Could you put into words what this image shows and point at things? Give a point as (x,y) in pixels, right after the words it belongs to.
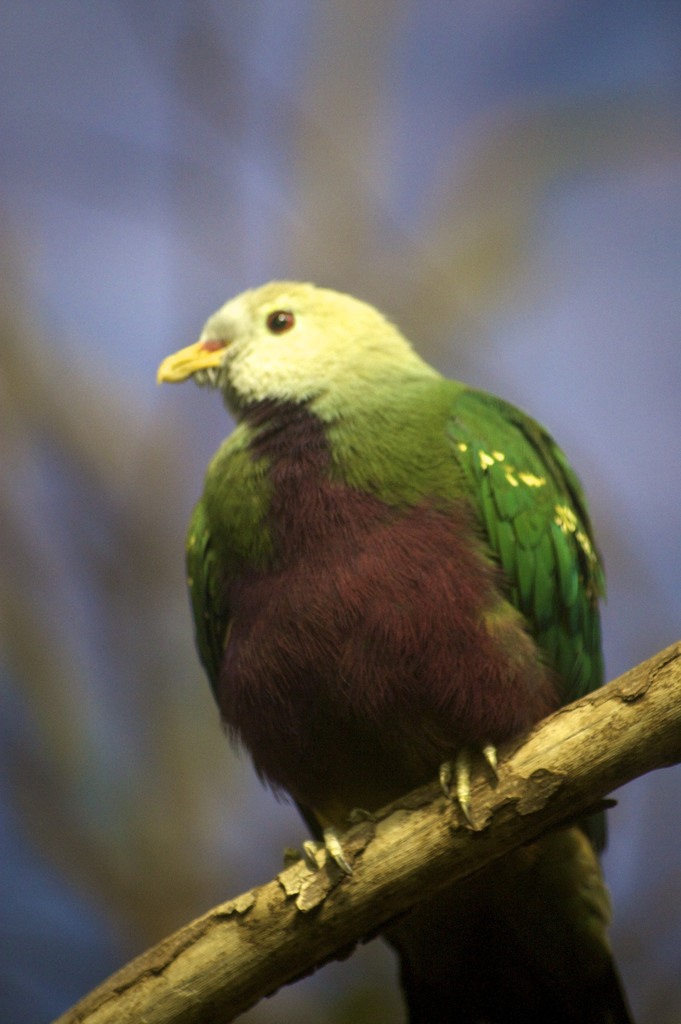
In this image a bird (380,756) is standing on the wooden trunk (336,921). Background (106,568) is blurry.
